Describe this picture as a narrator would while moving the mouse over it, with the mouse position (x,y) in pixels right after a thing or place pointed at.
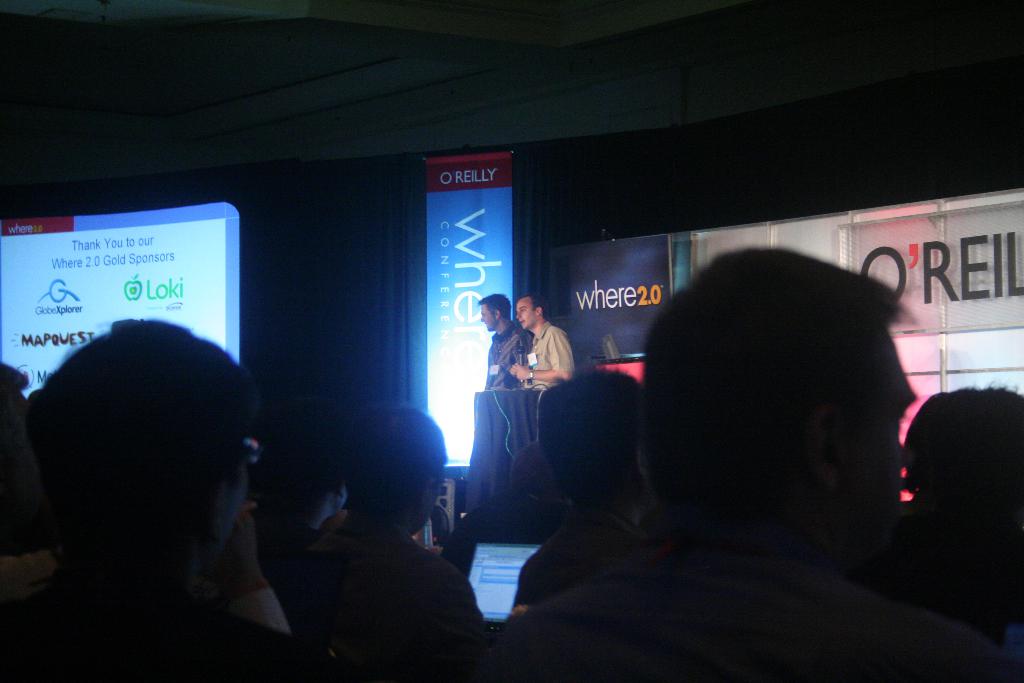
In this picture I can see few audience (825,631) and couple of them (507,354) standing on the dais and I can see a man (561,365) speaking with the help of a microphone (520,366) in his hand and I can see a banner (500,275) and couple of boards (608,325) with some text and I can see a display screen (129,299) with some text (61,263) and I can see a laptop screen (501,616) in the audience (334,587).
